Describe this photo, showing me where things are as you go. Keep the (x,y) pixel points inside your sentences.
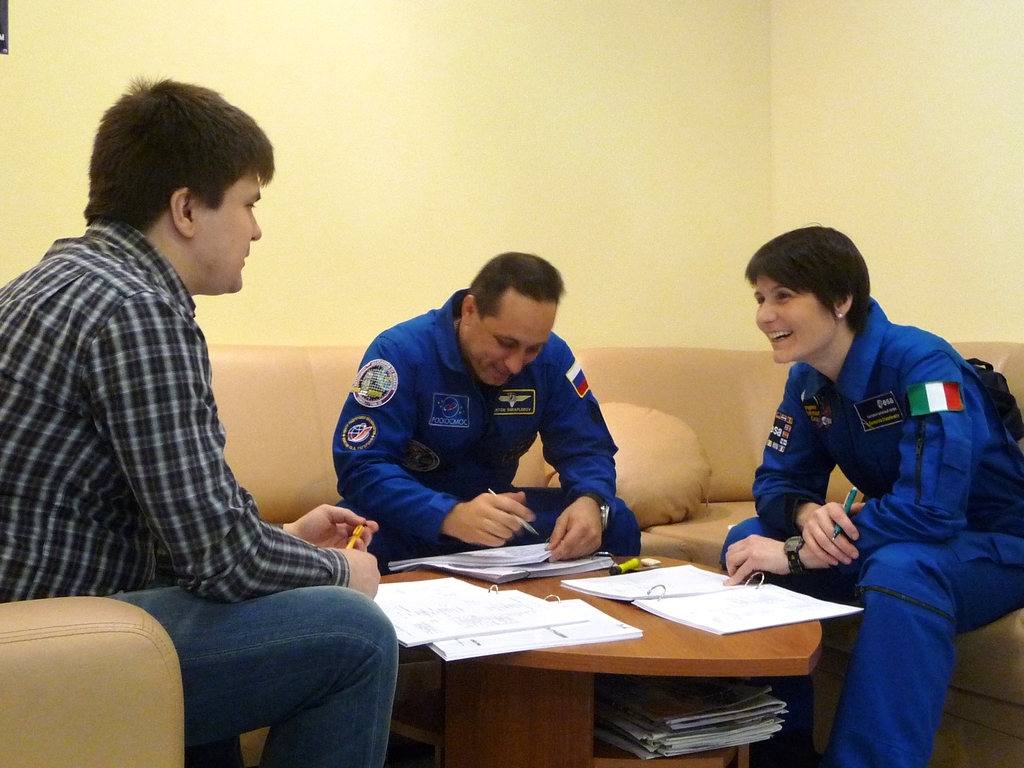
In this image we can see there are people (578,502) sitting on the couch (707,430) and holding a pen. And there is a pillow (680,451) on the couch (717,440). In front of them there is a table (642,662), on the table (528,588) there are books (517,613) and papers (442,600). And at the back (520,182) there is a wall (518,133).
